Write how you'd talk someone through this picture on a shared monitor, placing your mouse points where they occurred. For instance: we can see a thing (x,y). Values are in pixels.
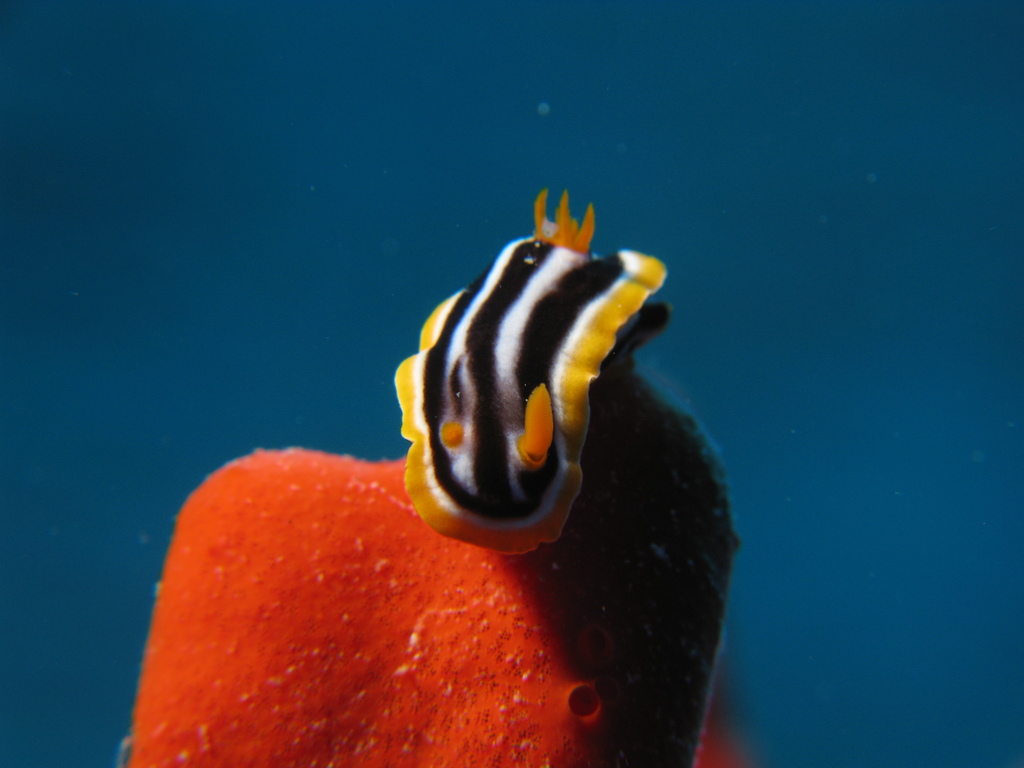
In the image there is a sea creature (510,377) in the water (111,188).
